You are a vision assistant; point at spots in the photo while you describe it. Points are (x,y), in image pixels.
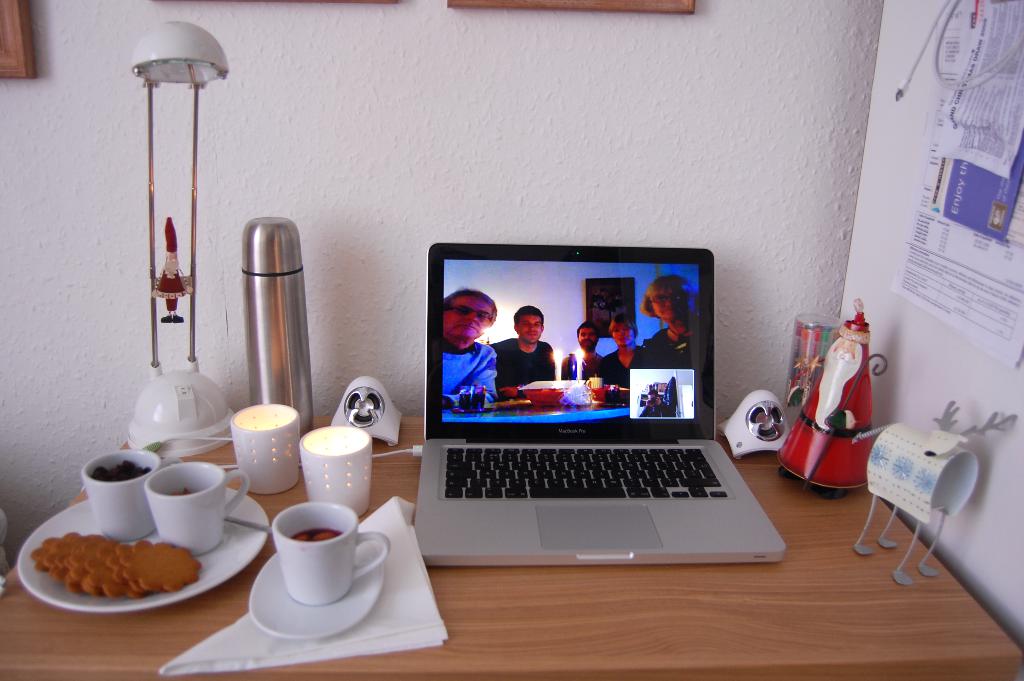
In this image there is table (200,457), on which a laptop (430,549), speakers (368,401), cups (307,587) and saucers (227,529), along with biscuits (51,549) are kept. In the background (410,134) there is a wall (326,106) along with wooden frames (21,43) on it. And to the right (914,259) there is a board (910,321) on which some papers (962,204) are pasted.
